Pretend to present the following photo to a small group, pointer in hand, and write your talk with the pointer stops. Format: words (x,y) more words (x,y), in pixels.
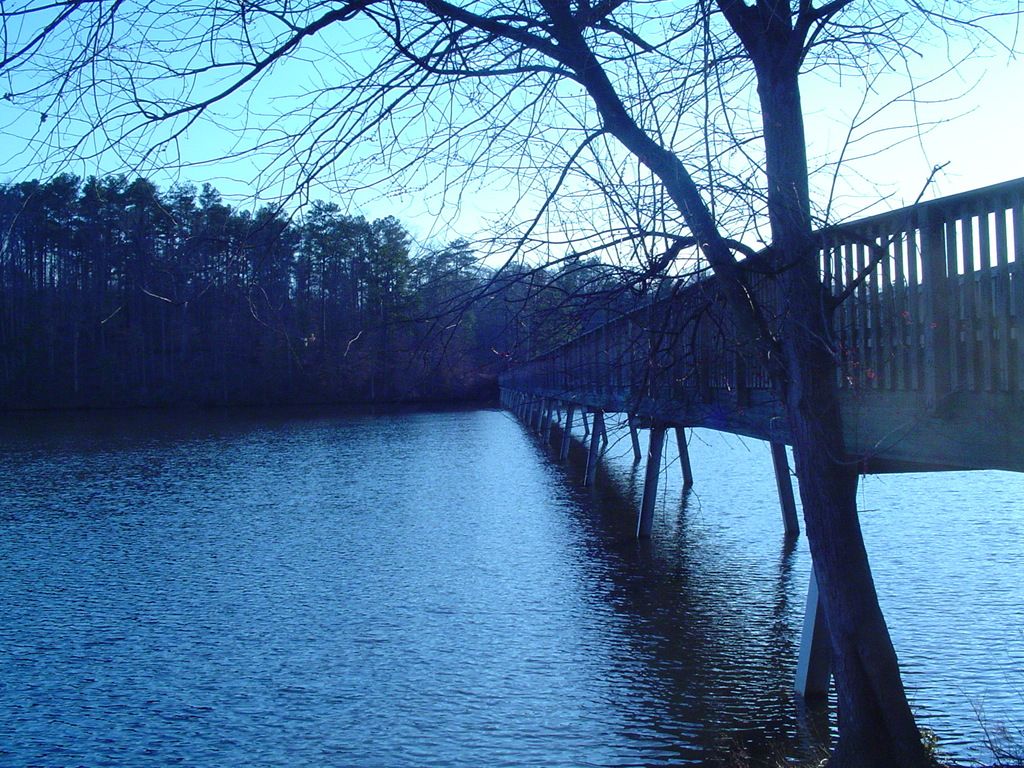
In this picture we can see trees (38,290), water (52,419), bridge (533,367) and in the background (872,123) we can see the sky (490,135).
